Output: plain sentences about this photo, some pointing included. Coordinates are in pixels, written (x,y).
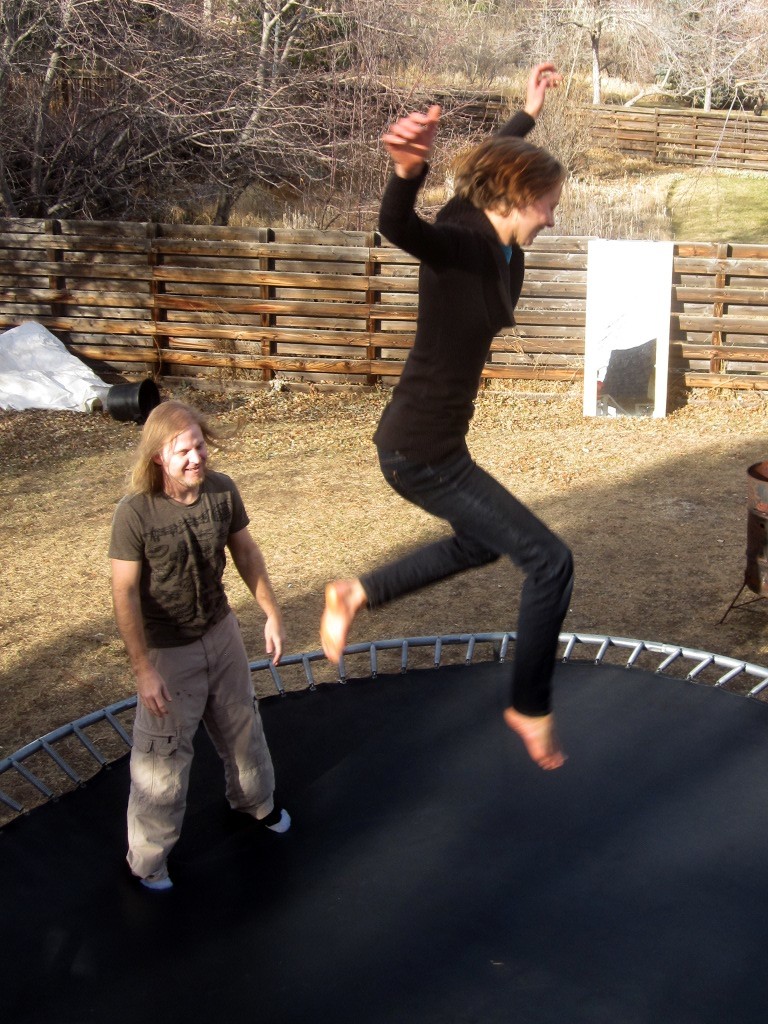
In the image there is a person (443,314) in the air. At the bottom of the image (172,733) there is a man (150,604) standing on the trampoline (217,829). Behind them on the ground (554,448) there is grass (550,450) and also there is a wooden fencing (125,232). And also there is an object (629,278) which is in white color. In the background (15,2) there are trees (195,109) with branches (747,88) and without leaves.
